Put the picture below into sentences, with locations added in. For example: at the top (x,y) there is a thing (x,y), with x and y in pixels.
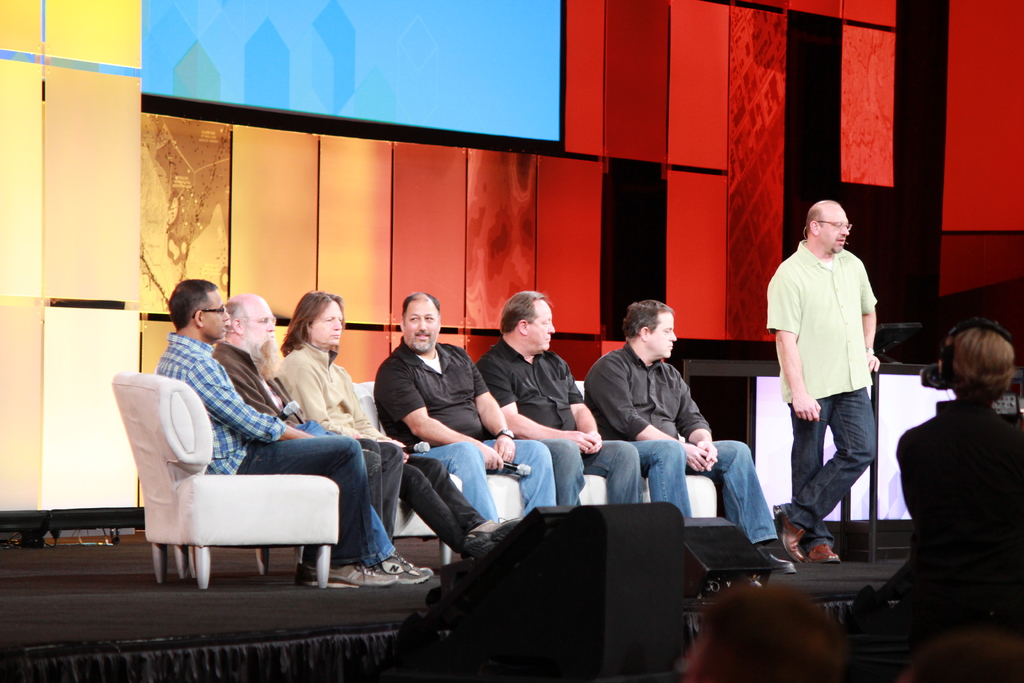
In this image i can see few people (389,424) sitting on a couch (246,502), at the back ground (252,286) i can see a glass wall (269,222) and a screen (283,92).
